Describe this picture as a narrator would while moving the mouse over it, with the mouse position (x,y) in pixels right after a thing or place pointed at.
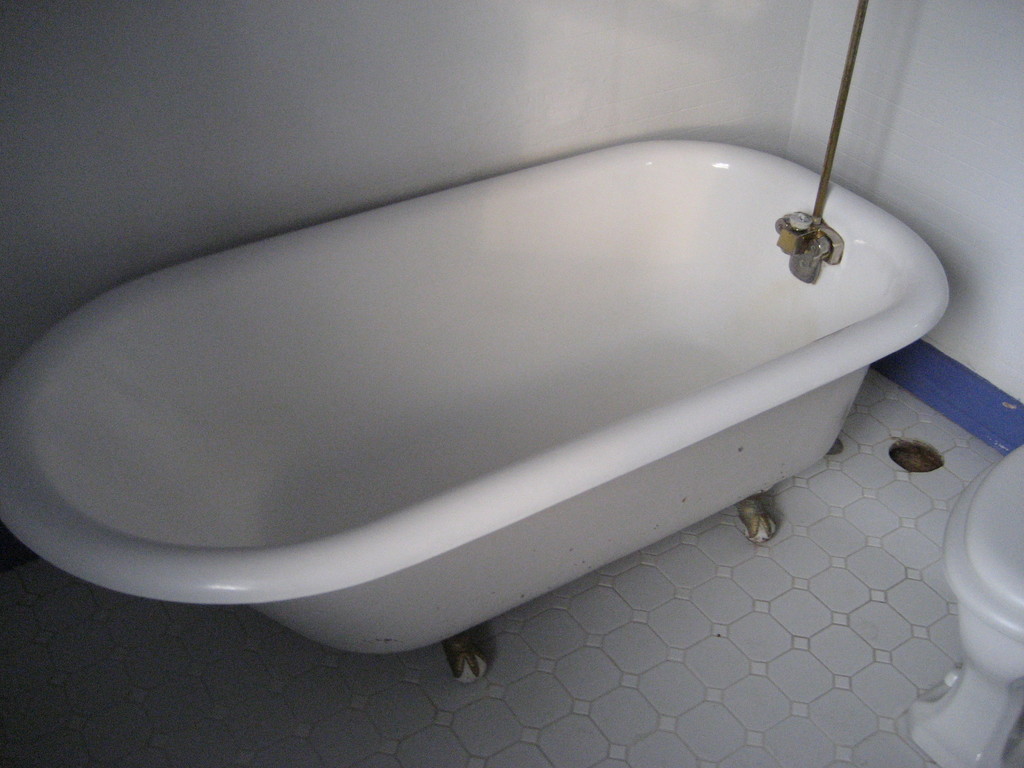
In this image I can see a bathtub (373,589), a toilet seat (971,486) and floor (650,652). I can also see white color of wall (557,64).
